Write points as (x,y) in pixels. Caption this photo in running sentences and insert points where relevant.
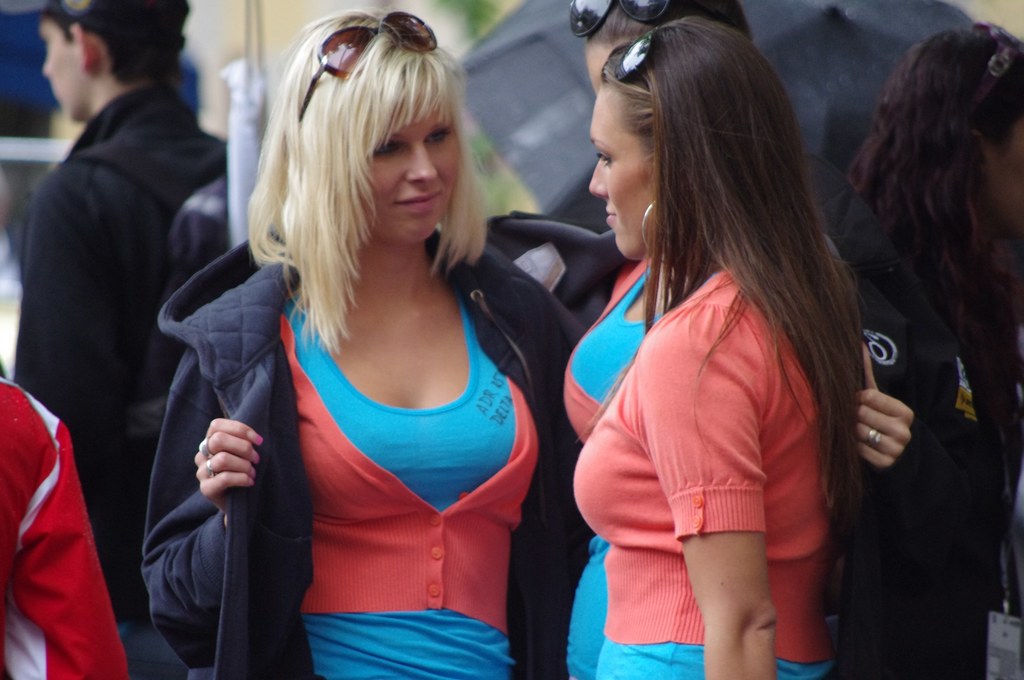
In this picture I can see 3 women (442,78) standing in front (689,260) and I see that they're wearing same color dress (531,428). In the background (153,371) I can see few more people (994,43) and I see that it is blurred in the background (6,94).
